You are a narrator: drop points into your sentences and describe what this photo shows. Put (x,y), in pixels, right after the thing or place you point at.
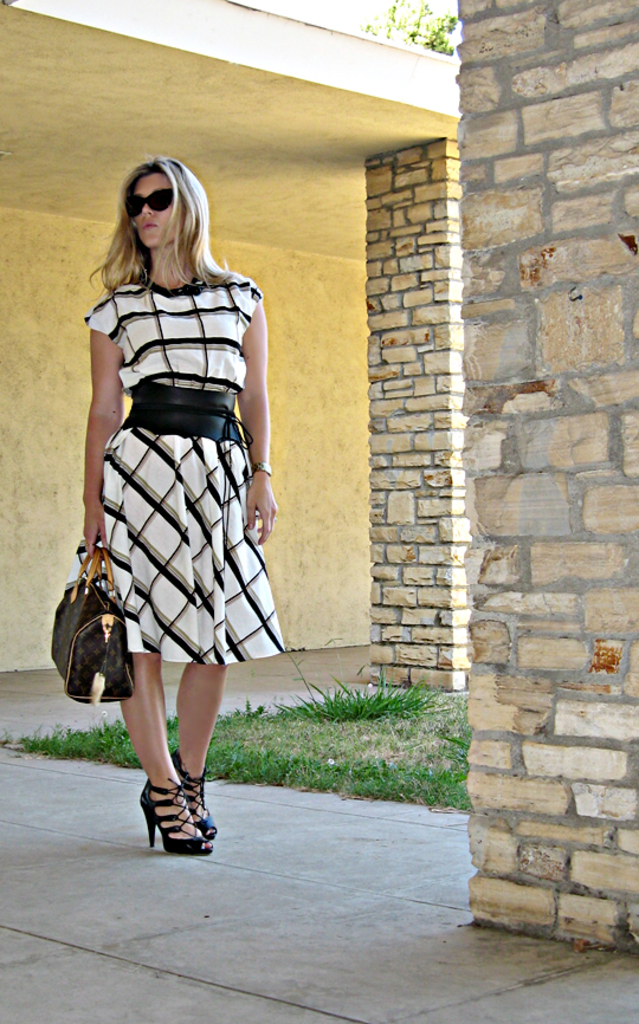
At the top (407,39) we can see tree (410,36). On the background (355,304) we can see a wall (326,287). This is a pillar (417,442) with bricks (412,338). This is a grass (303,746). Here we can see one woman (220,430) standing wearing gorgeous black and white dress (207,539). She wore goggles (171,199) and we can see she is holding a hand bag (113,671) in her hand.
